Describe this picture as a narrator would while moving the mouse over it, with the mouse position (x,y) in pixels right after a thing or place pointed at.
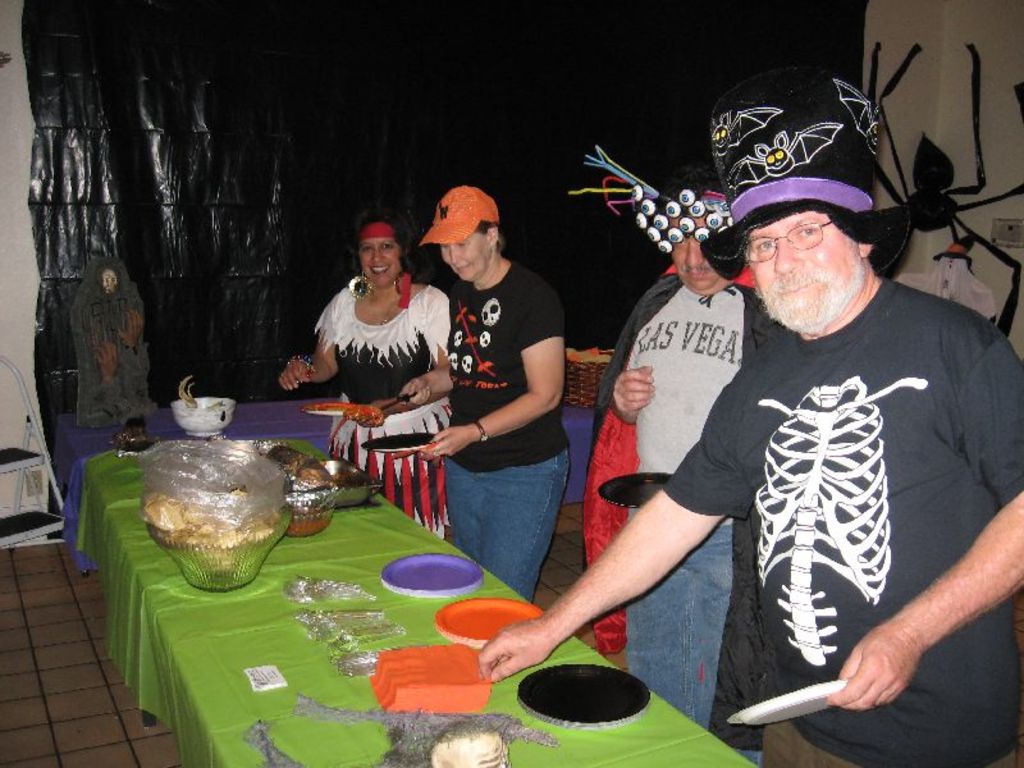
In this image there are a few people (771,418) standing. They are holding plates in their hands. In front of them there is a table (210,642). There is a cloth (125,630) spread on the table (140,655). On the table (326,603) there are plates (433,596), cutlery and bowls (241,510). There is food (217,526) in the bowls (205,541). Behind them there are walls (907,79). The walls (951,122) are painted.
